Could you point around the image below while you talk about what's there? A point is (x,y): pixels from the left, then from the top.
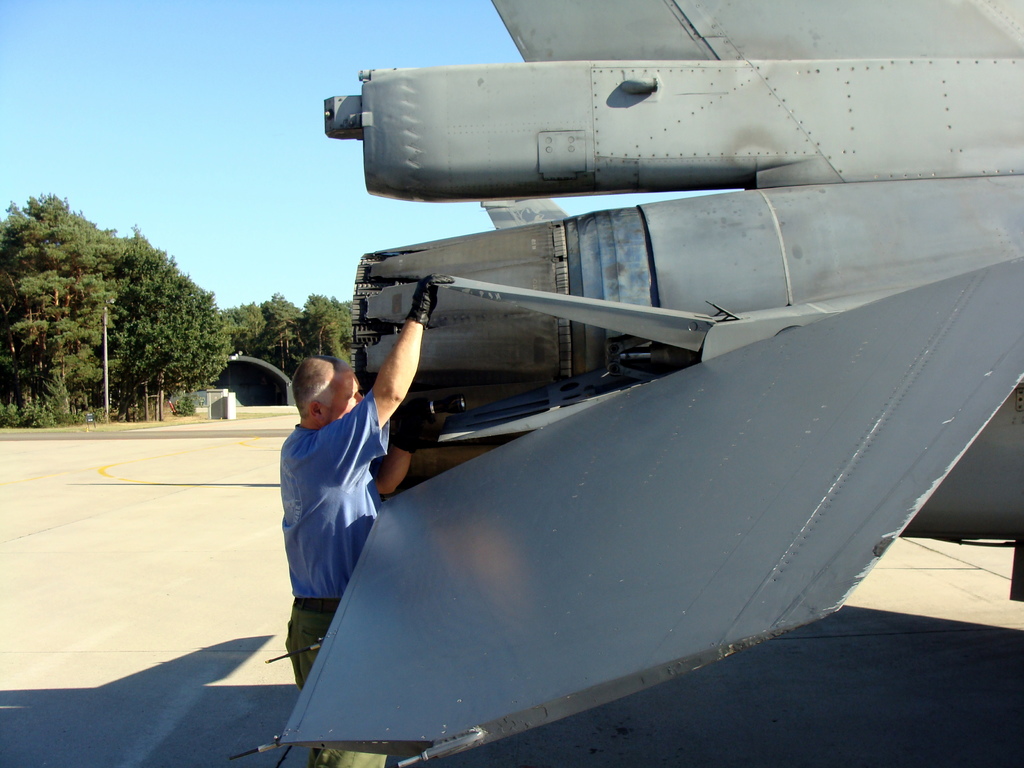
This picture is of outside. In the center (343,395) there is a man (344,458) wearing blue color t-shirt (325,526) and standing on the ground (247,716). On the right (877,259) there is a machine (582,366) which seems to be an aircraft (911,144). In the background (27,280) we can see the pole (108,382), trees (140,305) and the sky (247,57).
